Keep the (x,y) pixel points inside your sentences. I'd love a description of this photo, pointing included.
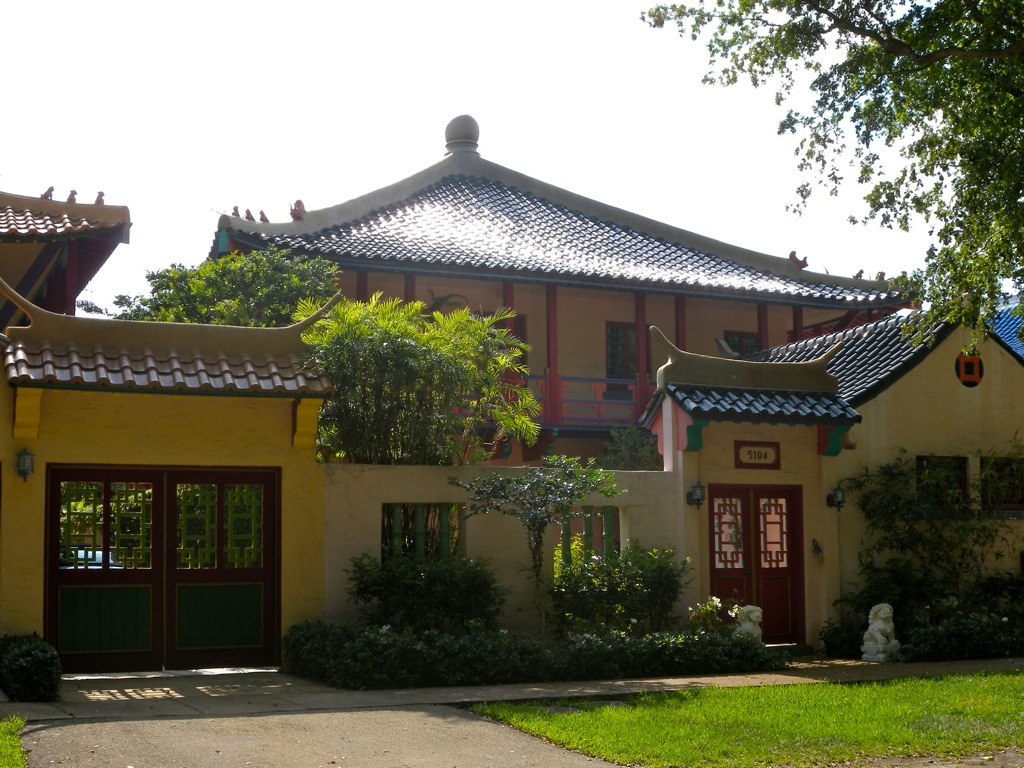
In this image there is a building (622,532) with trees (574,474) and plants (589,615), in front of the building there is a surface of the grass (855,728) and there is a tree (924,80). In the background (274,132) there is the sky (238,150).
